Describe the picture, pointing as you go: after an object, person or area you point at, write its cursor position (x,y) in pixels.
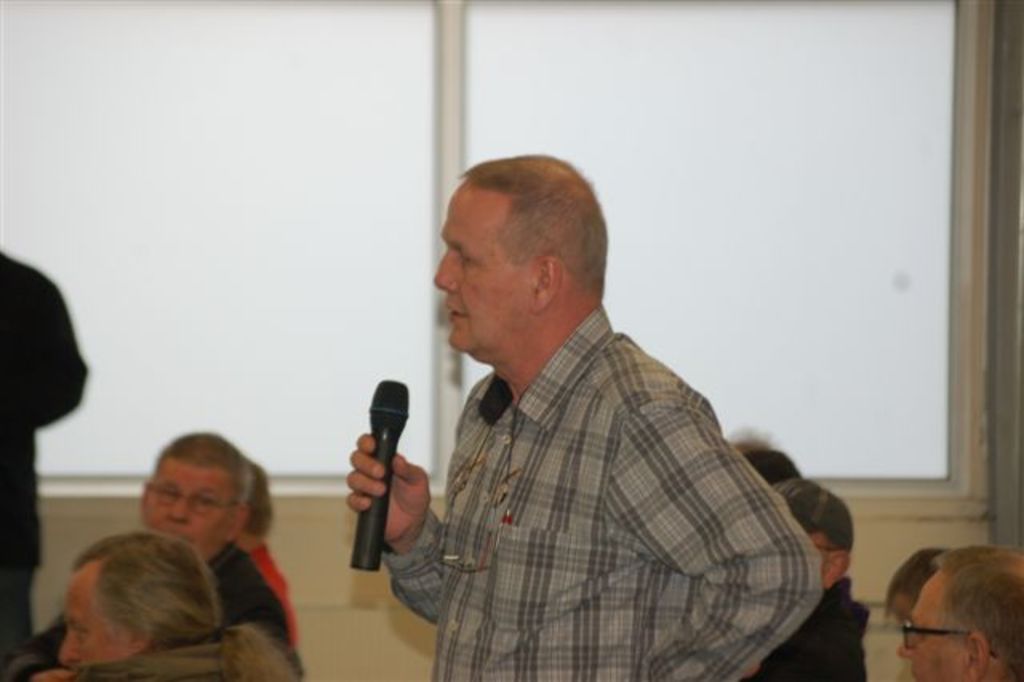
In this pictures so many people (1002,595) are sitting on a chair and one person (497,576) is standing and he is holding a microphone (373,405) and his talking.
